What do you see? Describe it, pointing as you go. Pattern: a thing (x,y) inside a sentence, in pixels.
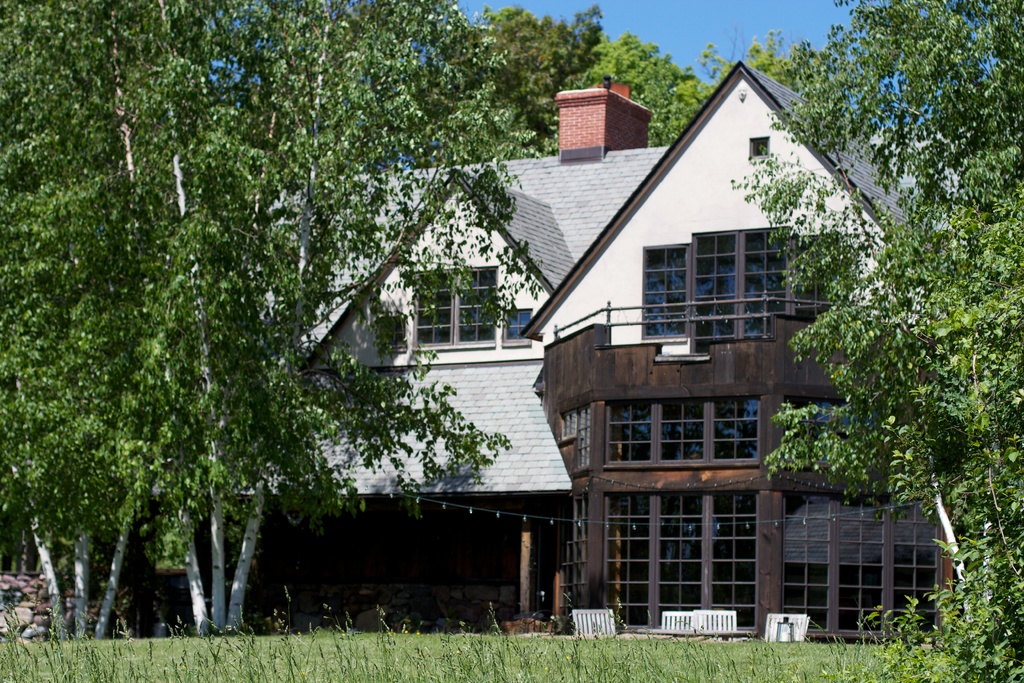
In this image we can see a house (561,348). There are many trees (475,91) in the image. There is a grassy land (456,652) in the image There is a clear blue sky (717,25) in the image.
